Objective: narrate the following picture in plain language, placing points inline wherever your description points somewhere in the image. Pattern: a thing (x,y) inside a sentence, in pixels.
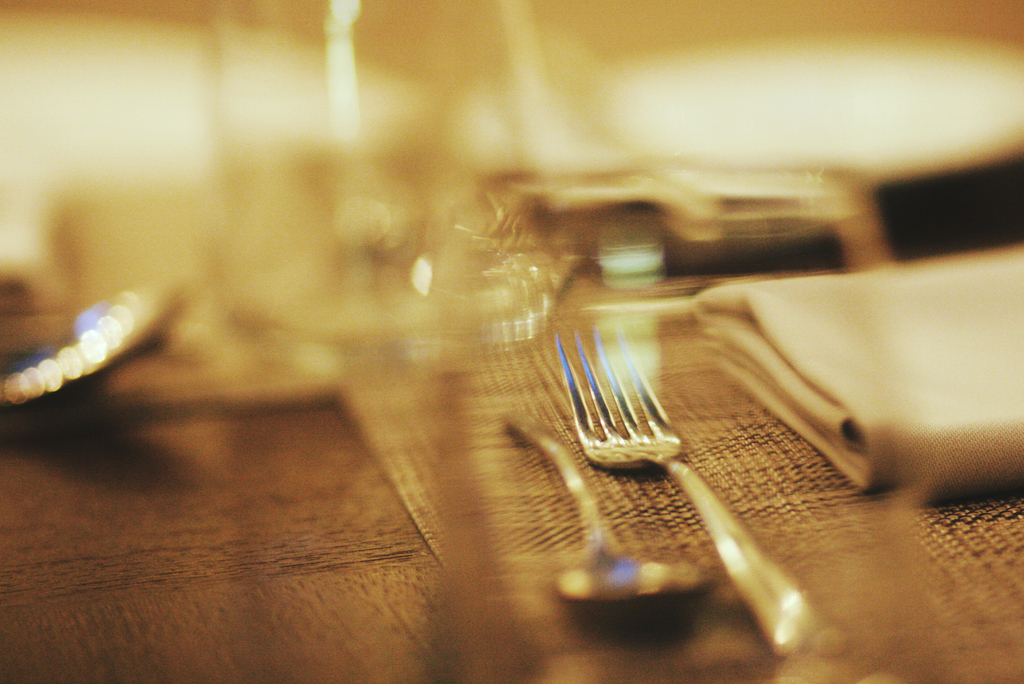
At the bottom of the image (622,522), we can see a spoon (673,580), fork (709,515), napkin (845,446), mat (555,535) and wooden surface (316,564). At the top of the image (628,216), there is a blur view.
